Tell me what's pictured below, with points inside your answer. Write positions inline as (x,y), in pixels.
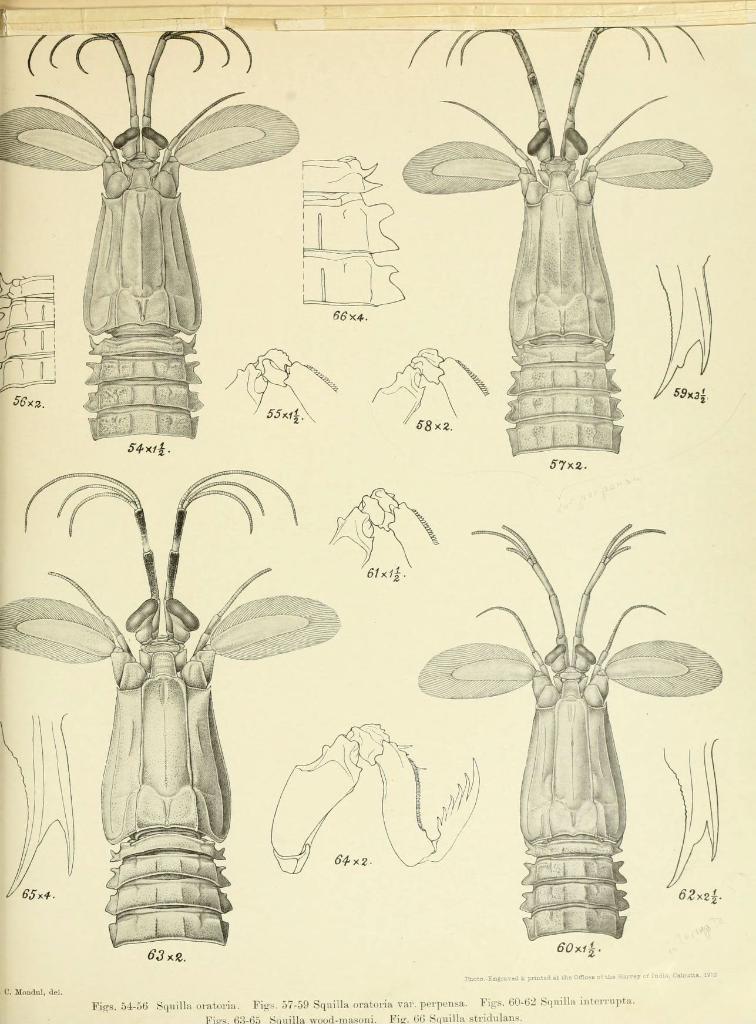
In this image we can see a sketch (549,240) of the mantis shrimps (416,181) and parts (375,272) of the mantis shrimps (289,639).
